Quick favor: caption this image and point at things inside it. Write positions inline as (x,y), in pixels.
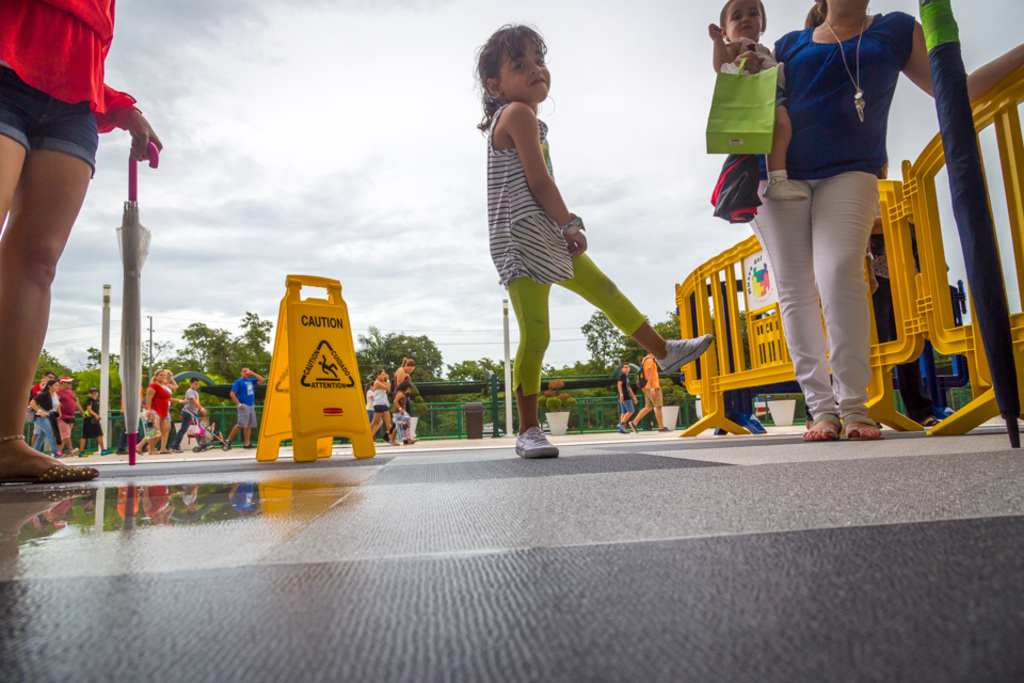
In this picture we can see a group of people (821,339) where some are standing and some are walking on the road (284,597), umbrellas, trees (192,376), bag (729,91), fence (494,430), caution board (315,399), bin (468,429), pots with plants (547,391), poles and in the background (342,159) we can see the sky (342,159) with clouds (268,183).
